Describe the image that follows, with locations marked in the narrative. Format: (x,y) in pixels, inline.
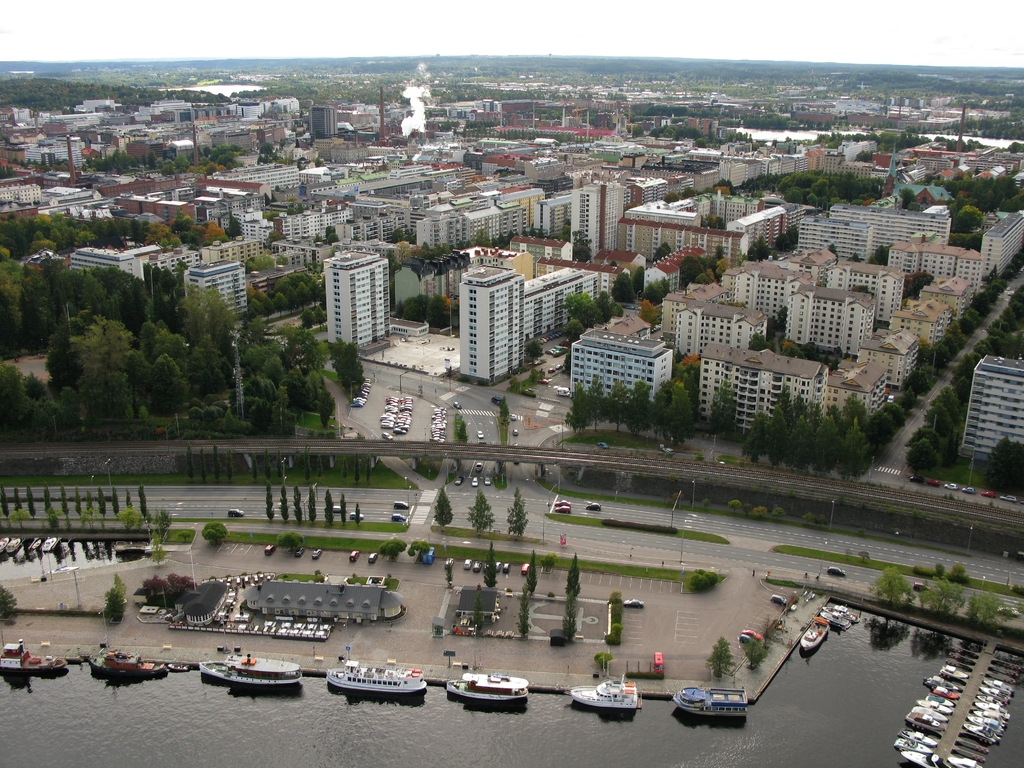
We can see ships (266,668) and boats (282,670) above the water (868,682) and vehicles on the road (661,519). We can see trees (299,401), buildings (1017,401), poles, smoke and sky (979,49).
